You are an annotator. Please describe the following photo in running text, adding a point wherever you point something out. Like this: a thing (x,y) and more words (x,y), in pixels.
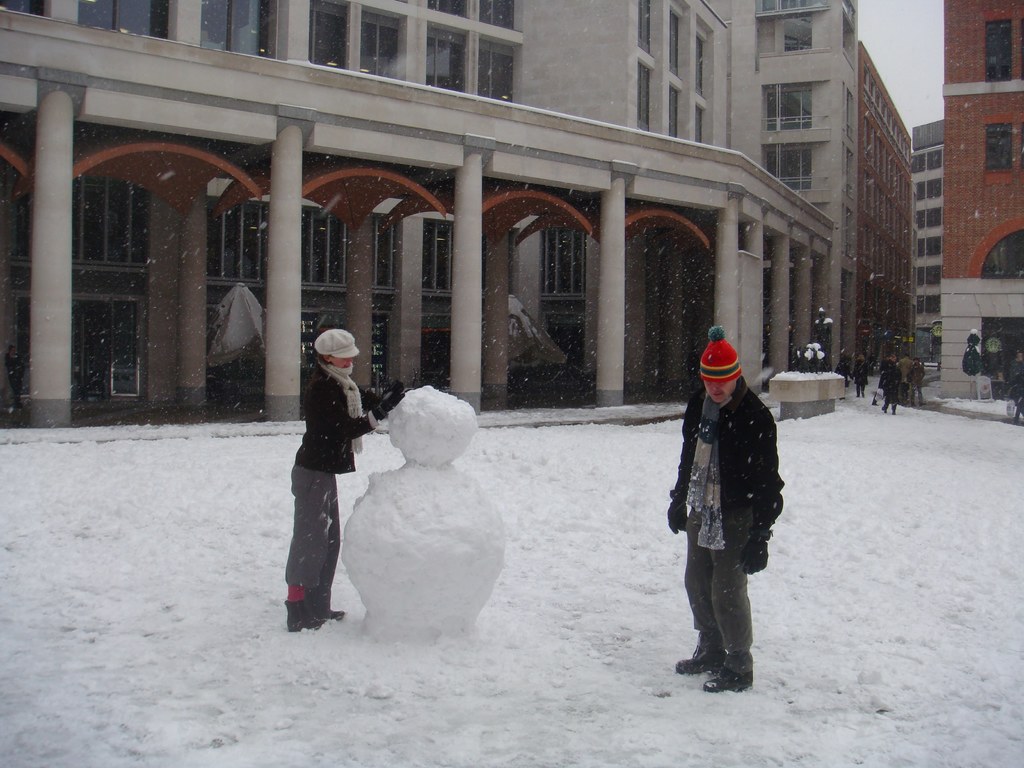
To the bottom of the image (622,552) there is snow (622,552) on the ground (622,552). To the left side of the image (340,413) there is a person (327,414) with black jacket (325,464), grey pant (325,481) and cap (339,347) on the head (342,359) is making the snowman (456,470). And to the right side of the image (749,428) there is a man (751,432) with red cap (718,356), black jacket (752,487) is standing on the snow (681,554). In the background (665,330) there is a building (564,132) with pillars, walls (566,109), windows (141,237) and doors (124,383). And in the background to the right side (900,369) there are few people (883,368) walking and to the right top corner (993,132) there is a building (987,256) with brick wall (978,179) and window (984,268).
